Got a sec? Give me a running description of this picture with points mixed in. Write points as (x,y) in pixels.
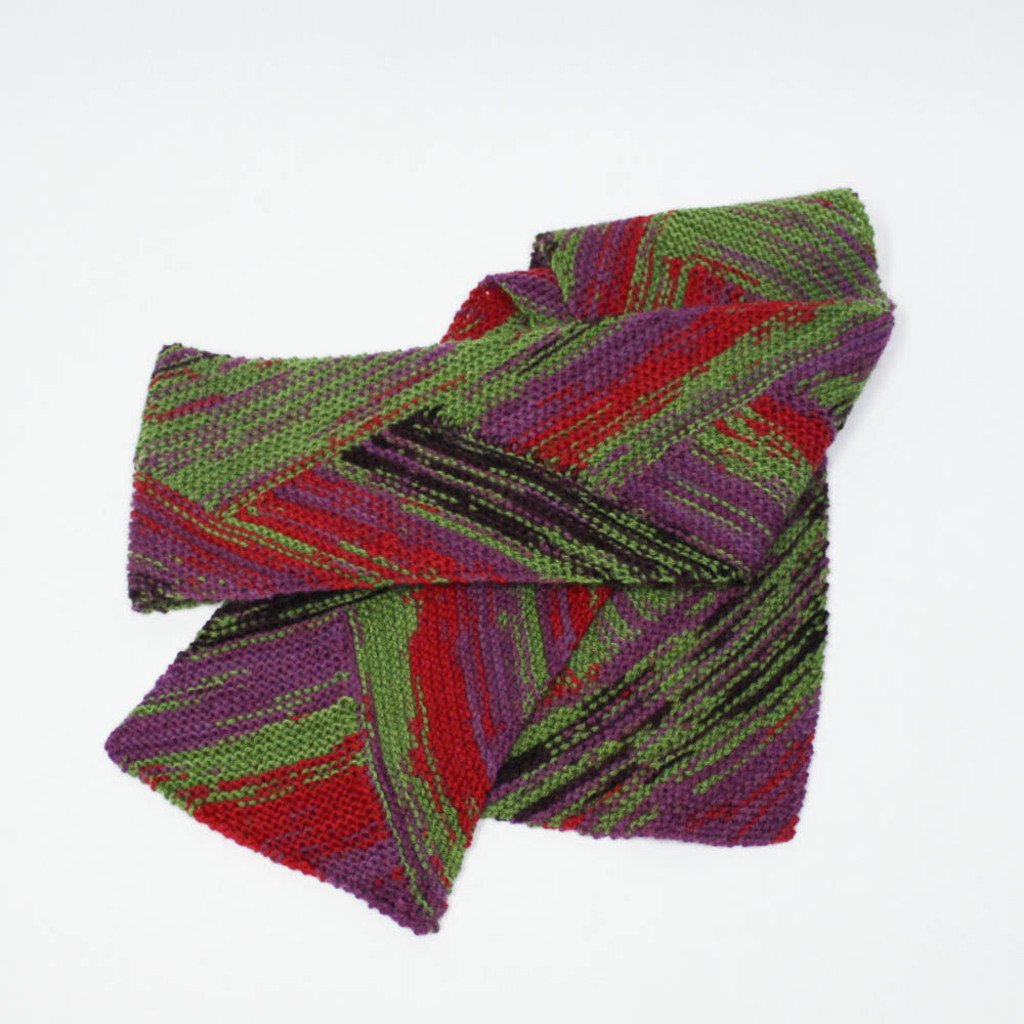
In the middle of this image (654,513), there is a cloth (735,379) in red, violet, green and black color combination, on a surface (362,258). And the background (1004,885) is white in color.
